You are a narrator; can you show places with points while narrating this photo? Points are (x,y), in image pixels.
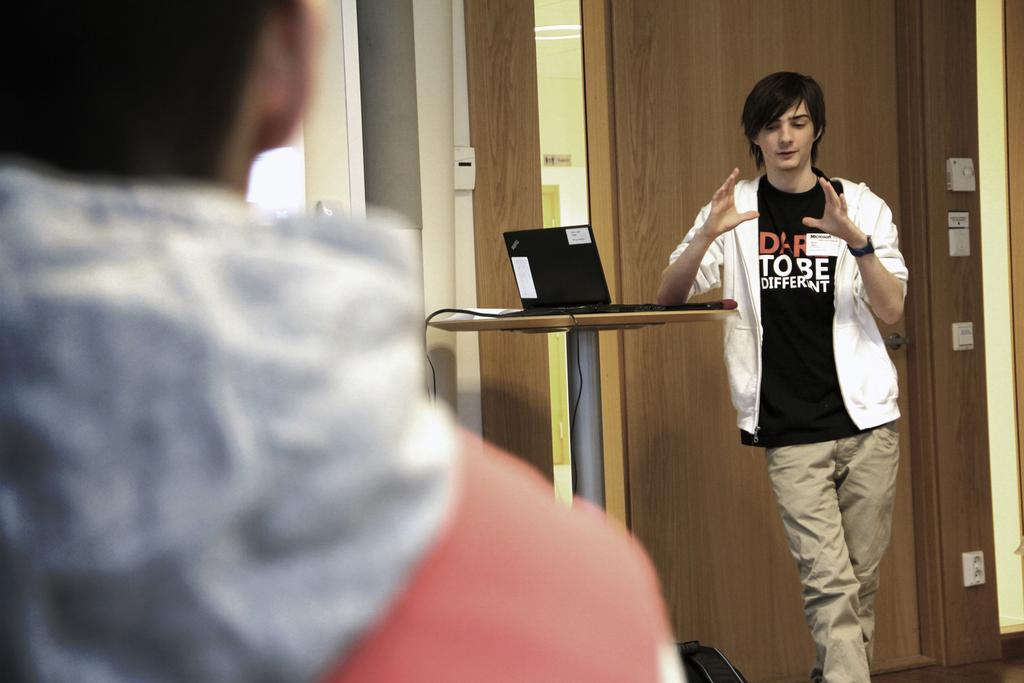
In this picture we can observe two persons (790,393). One of them is standing near the table (588,314) on which a black color laptop (548,283) was placed. He is wearing white color hoodie (745,284) and black color T shirt (808,328). On the left side (137,202) there is another person (51,357) standing. In the background (781,66) there is a door (726,93) which is in brown color.
